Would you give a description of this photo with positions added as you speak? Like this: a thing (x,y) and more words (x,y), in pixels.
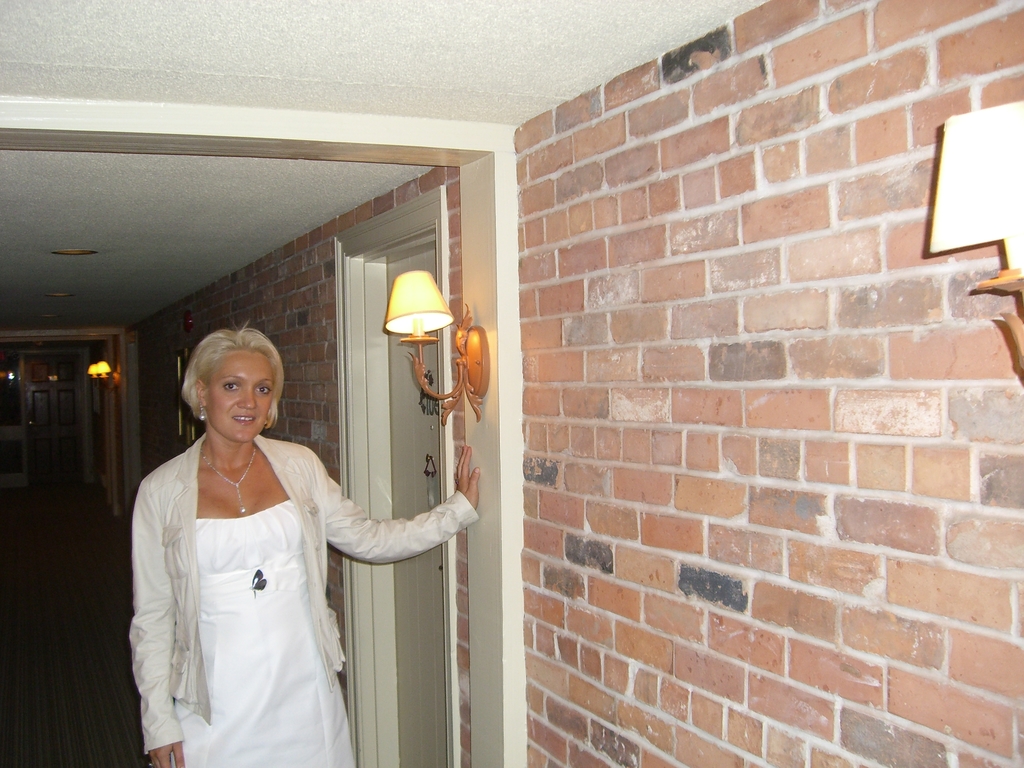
In the picture there is a woman (423,536) standing near the wall (535,280), there are lamps (469,352) on the wall (573,362), there is a door (429,367).
